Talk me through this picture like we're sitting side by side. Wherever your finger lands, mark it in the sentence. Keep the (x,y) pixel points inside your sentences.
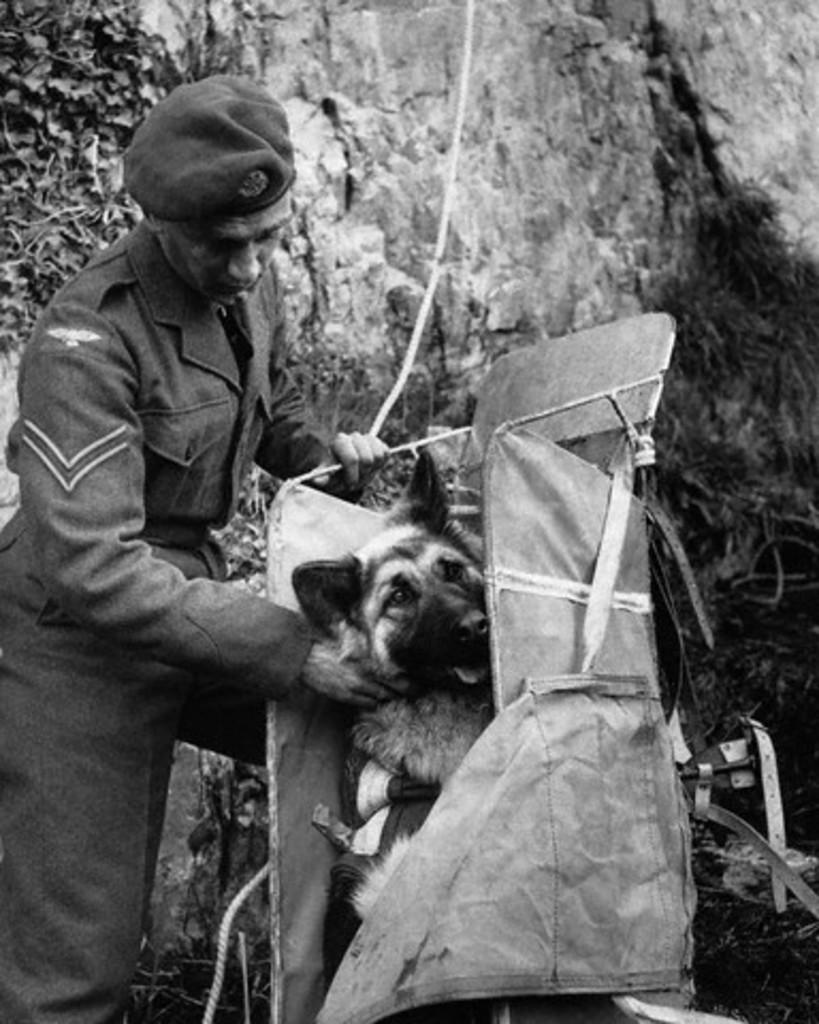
In this picture we can see a man (127,336) standing and holding a dog (438,523) which is in the bag (565,480), in the background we can find a rock (1,353), man (115,326) is wearing a uniform (209,341) with cap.
